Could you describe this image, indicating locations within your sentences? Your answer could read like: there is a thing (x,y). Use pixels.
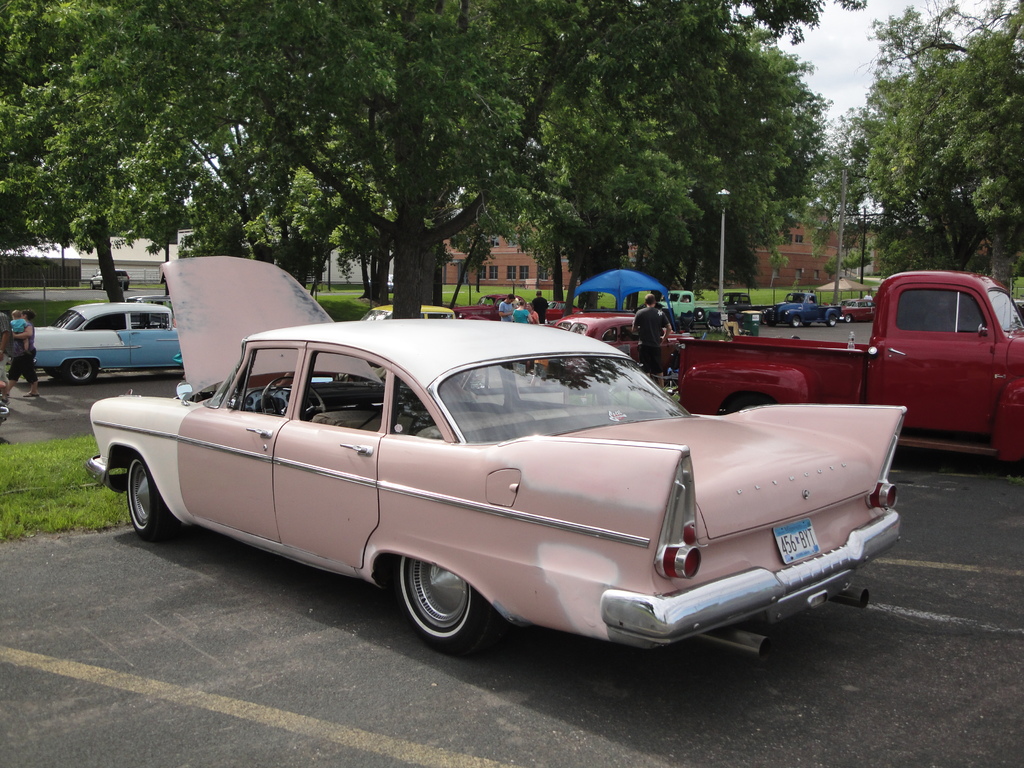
In this picture I can see vehicles (443,554) on the road (450,730), there are group of people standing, there are canopy tents (647,288), there are buildings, there are trees (598,114), and in the background (946,21) there is the sky (810,81).
